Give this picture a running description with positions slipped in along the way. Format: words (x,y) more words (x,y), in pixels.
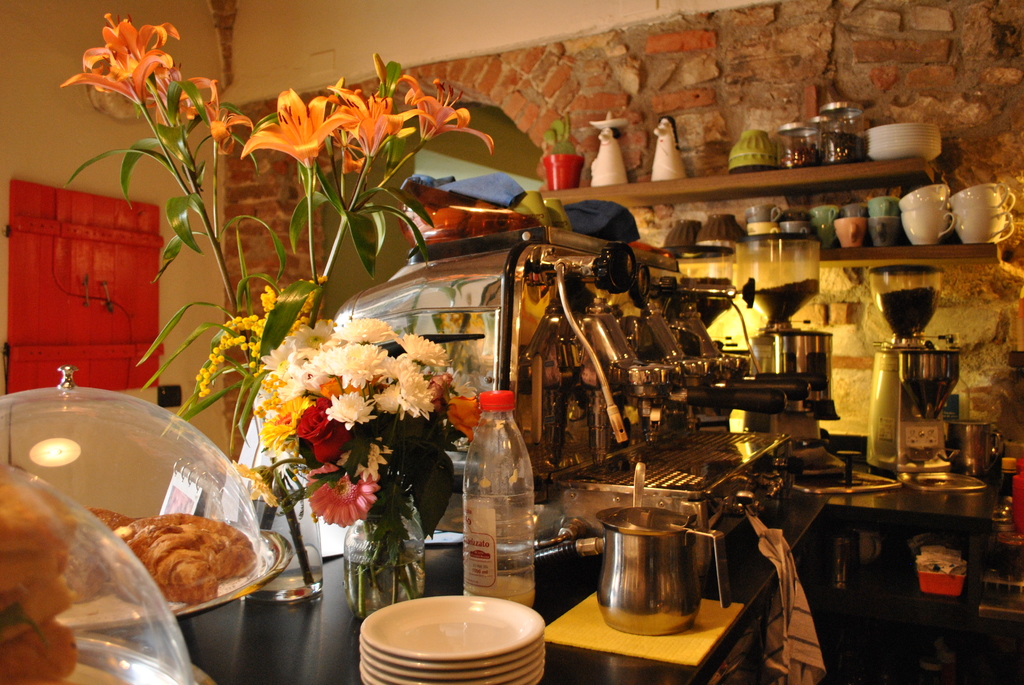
This is the picture of a place where we have a table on which there are some things (561,554) and a flowers (415,346) and also a kitchen shelf (932,250) on which there are some cups (888,224), jars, plates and some things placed on it.
